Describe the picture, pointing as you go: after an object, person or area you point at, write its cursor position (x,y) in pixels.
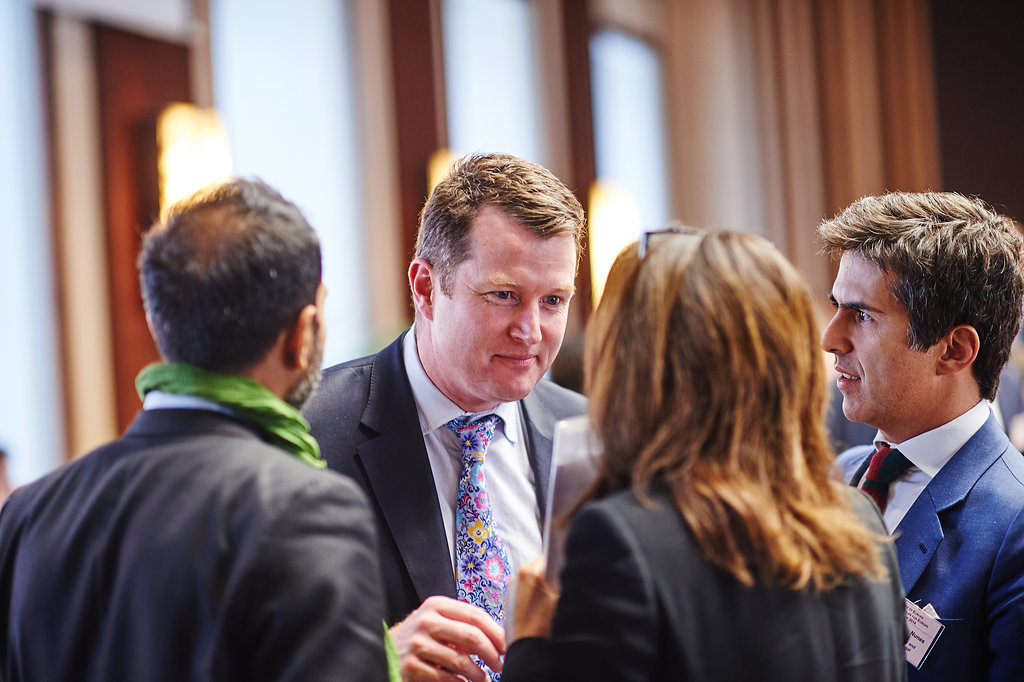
In the picture I can see four persons (534,410). There are three men (456,374) in the picture and they are wearing a suit (352,456) and a tie (457,432). I can see a woman (770,349) and looks like she is holding a file (587,486).
